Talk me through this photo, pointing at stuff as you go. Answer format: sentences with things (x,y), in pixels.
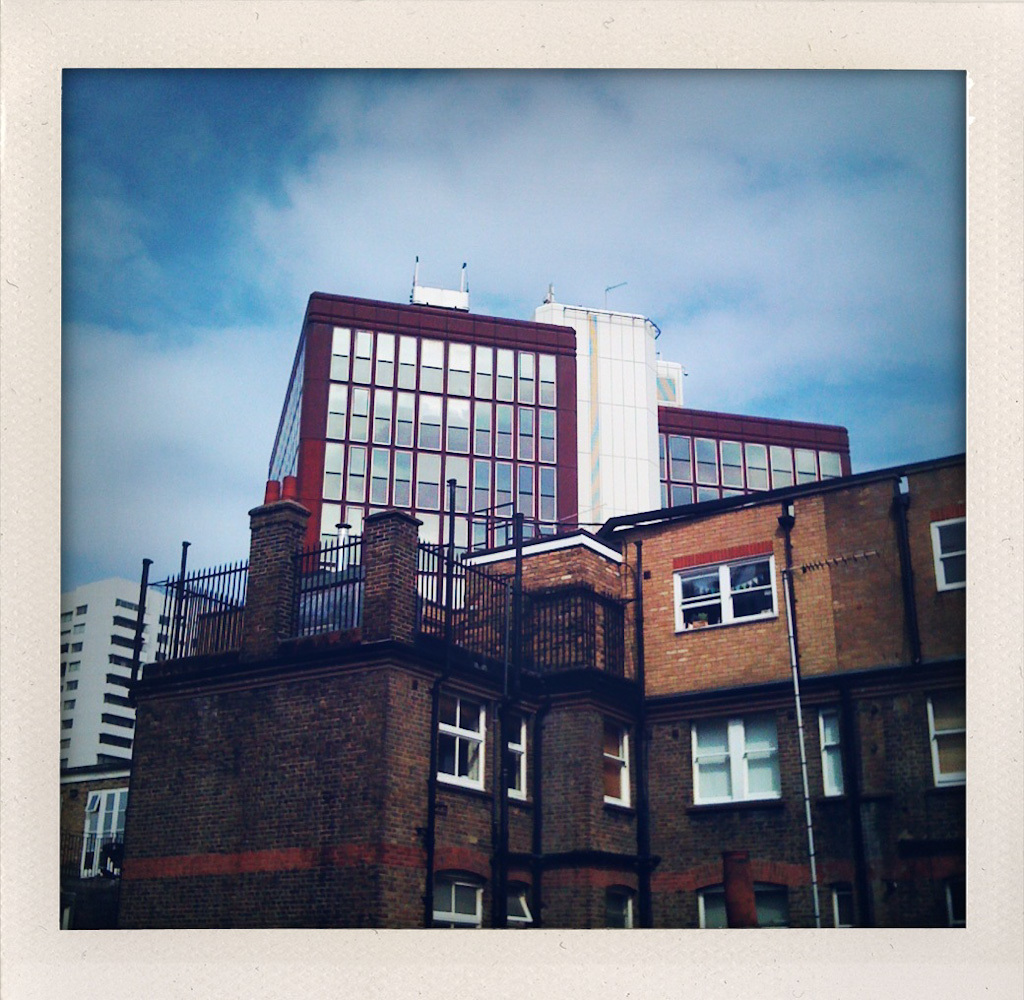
As we can see in the image there are buildings (504,748), windows (522,790), fence (206,591), sky (228,219) and clouds (387,164).
